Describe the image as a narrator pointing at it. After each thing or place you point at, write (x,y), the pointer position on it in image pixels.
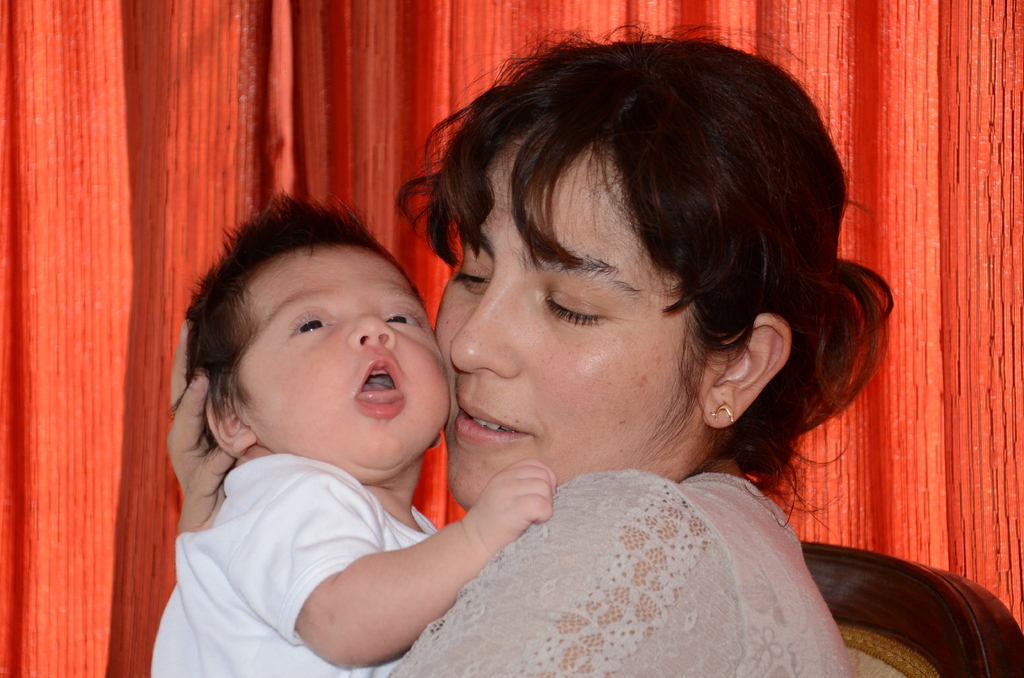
Here in this picture we can see a woman (507,445) sitting on a chair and she is holding a baby (426,419) in her hands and behind her we can see a curtain (879,34) present over there.
